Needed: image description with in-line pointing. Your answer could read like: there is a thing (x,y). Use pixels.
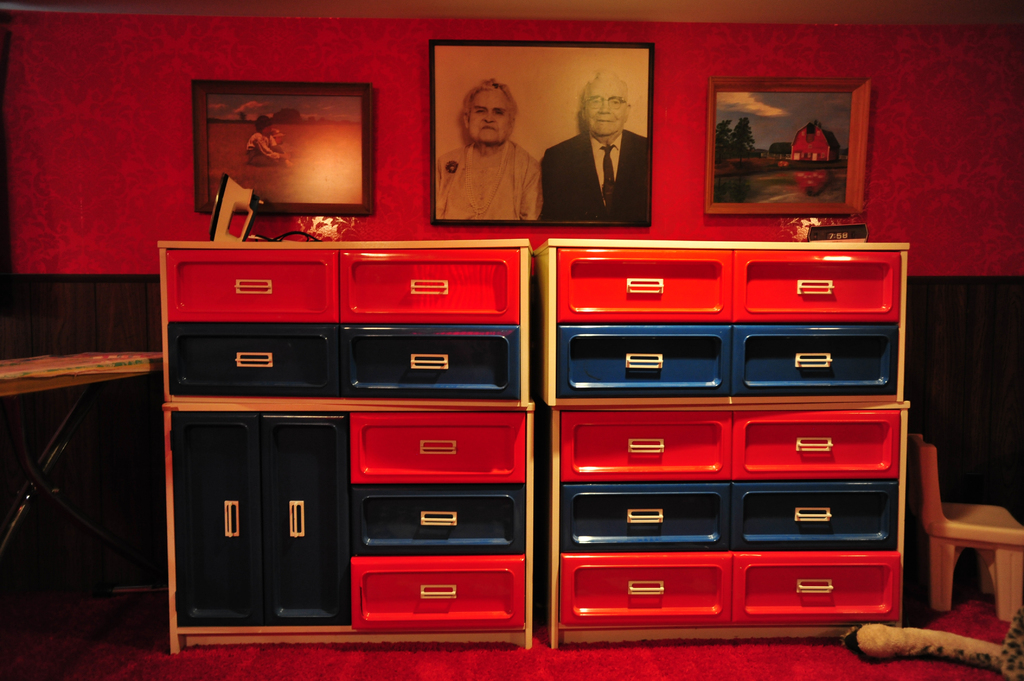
In this image we can see some drawers (433,321), iron box (254,214) and other objects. In the background of the image (854,37) there is a wall (321,67), frames (613,99) and other objects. On the left side of the image (9,381) there is a table (83,384). On the right side of the image (1000,667) there is a chair (952,586) and an object (942,653). At the bottom of the image (507,664) there is a red carpet (433,643).
